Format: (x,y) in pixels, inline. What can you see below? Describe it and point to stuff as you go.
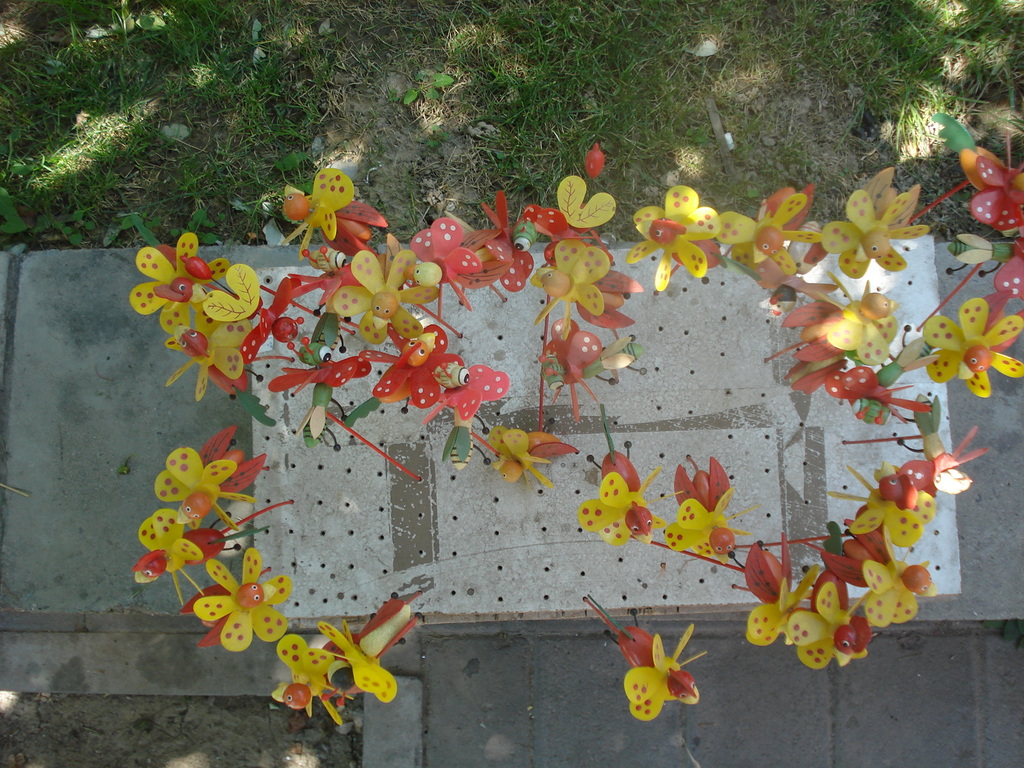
In this picture we can see some decorative flowers (471,410) on the path (422,427) and behind the flowers (369,322) there is grass (453,151).
